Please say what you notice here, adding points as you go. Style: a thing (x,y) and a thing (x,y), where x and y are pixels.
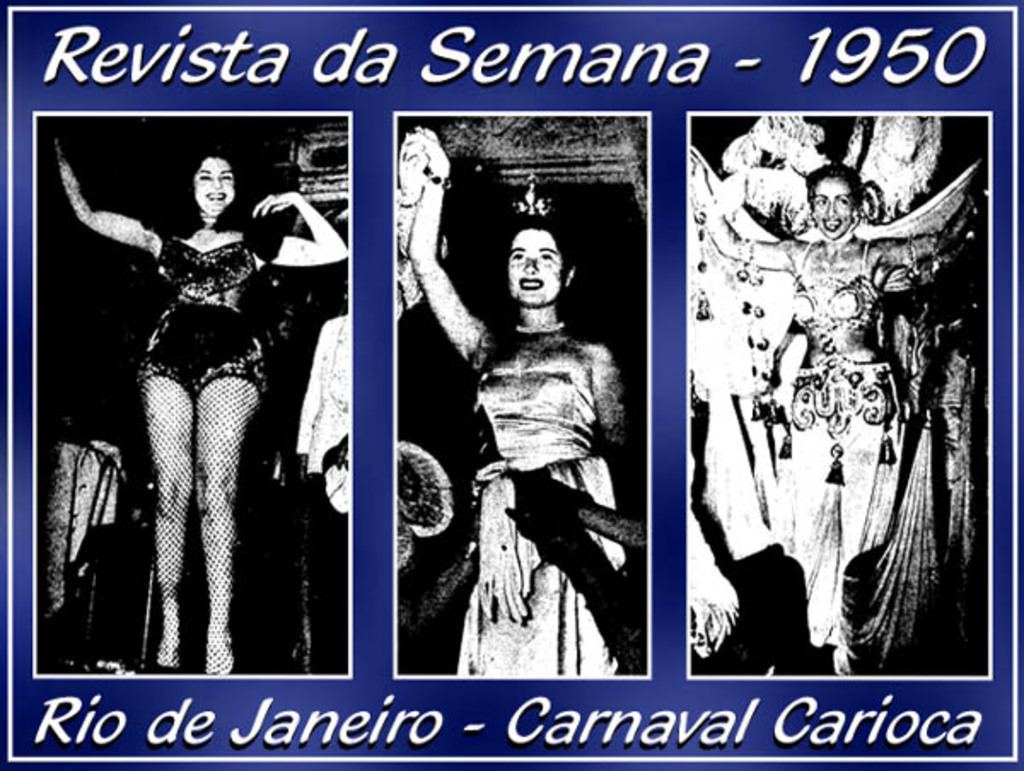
In this image we can see black and white images (499,469) of ladies (609,410) on a blue background (614,696). At the top (76,56) and bottom something is written.
